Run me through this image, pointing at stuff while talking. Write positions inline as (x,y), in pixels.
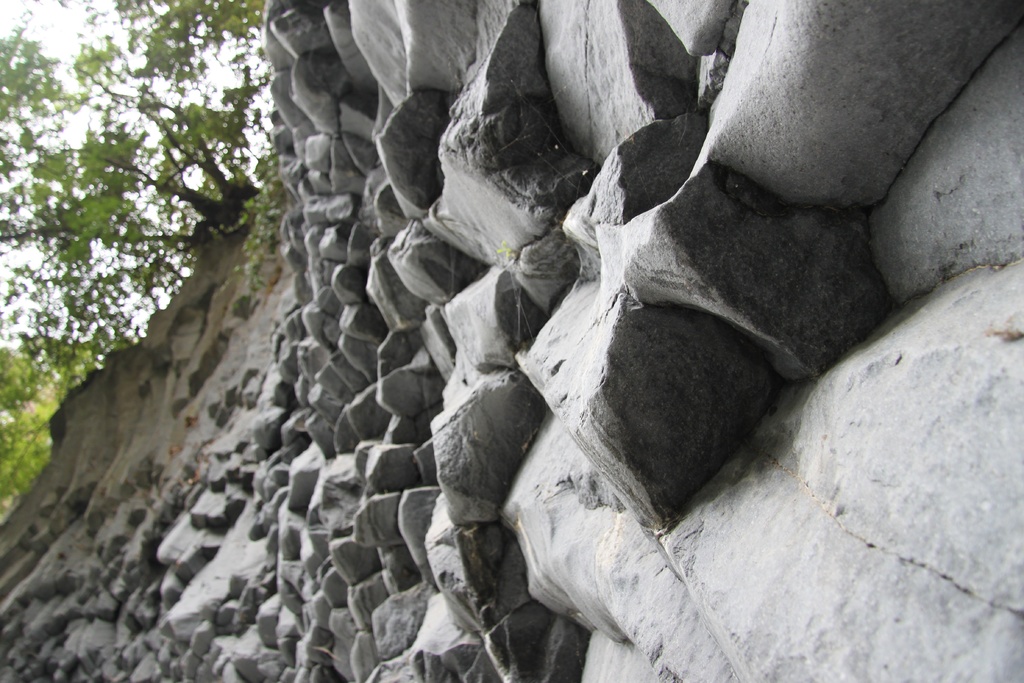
In this image we can see rocks (296,204), stones (166,508), trees (117,271) and sky (94,100).
